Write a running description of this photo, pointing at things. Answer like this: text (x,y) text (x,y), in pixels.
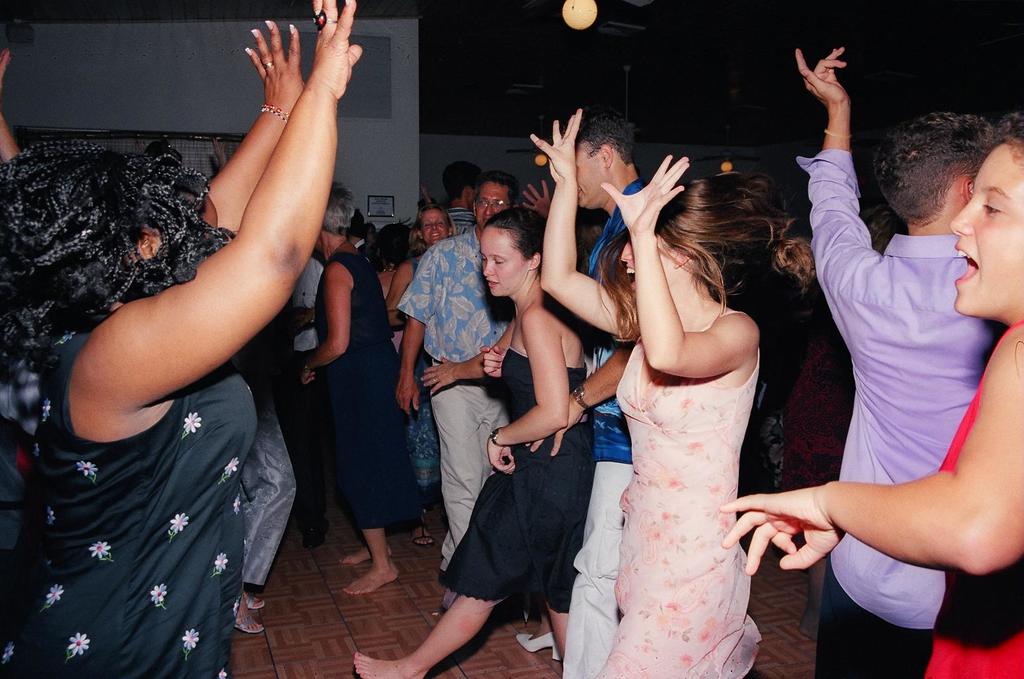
In this image I can see group of people (442,324). There are lights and in the background (368,81) there are walls (478,145) and some other objects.
